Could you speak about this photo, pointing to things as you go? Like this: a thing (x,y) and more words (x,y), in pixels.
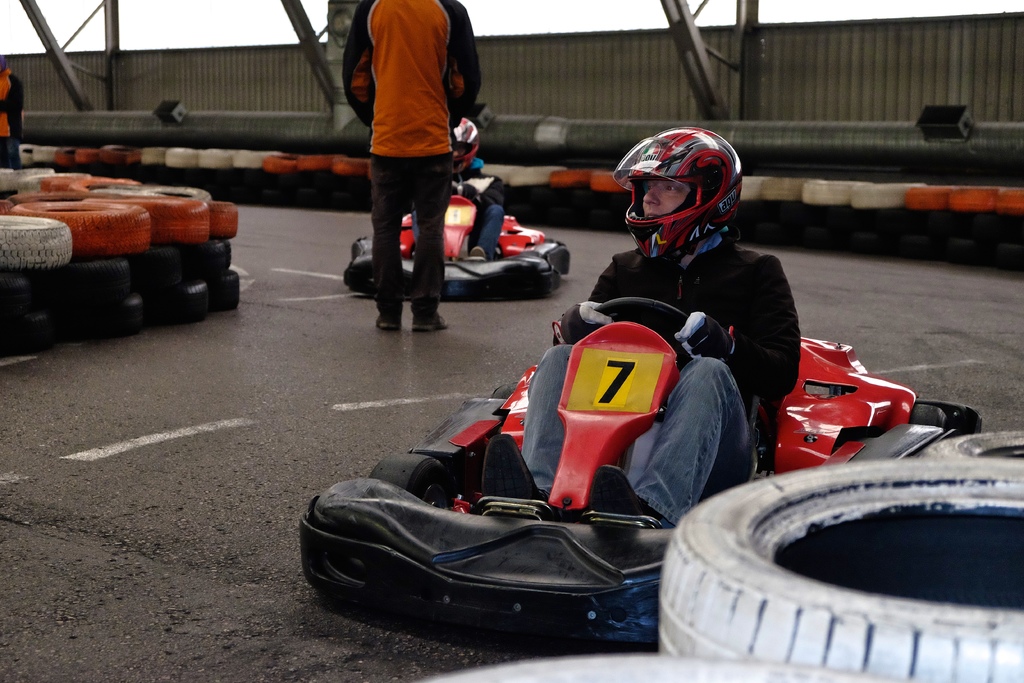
A man (670,261) wearing a helmet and gloves (708,321) is sitting on a racing car (482,470). There are tyres (206,209) And another person (391,148) wearing orange dress (395,99) is standing. Behind him another person (485,235) is riding the vehicle (507,275). in the background (590,106) there is a wall (668,98) and many tyres (586,204) are kept.
